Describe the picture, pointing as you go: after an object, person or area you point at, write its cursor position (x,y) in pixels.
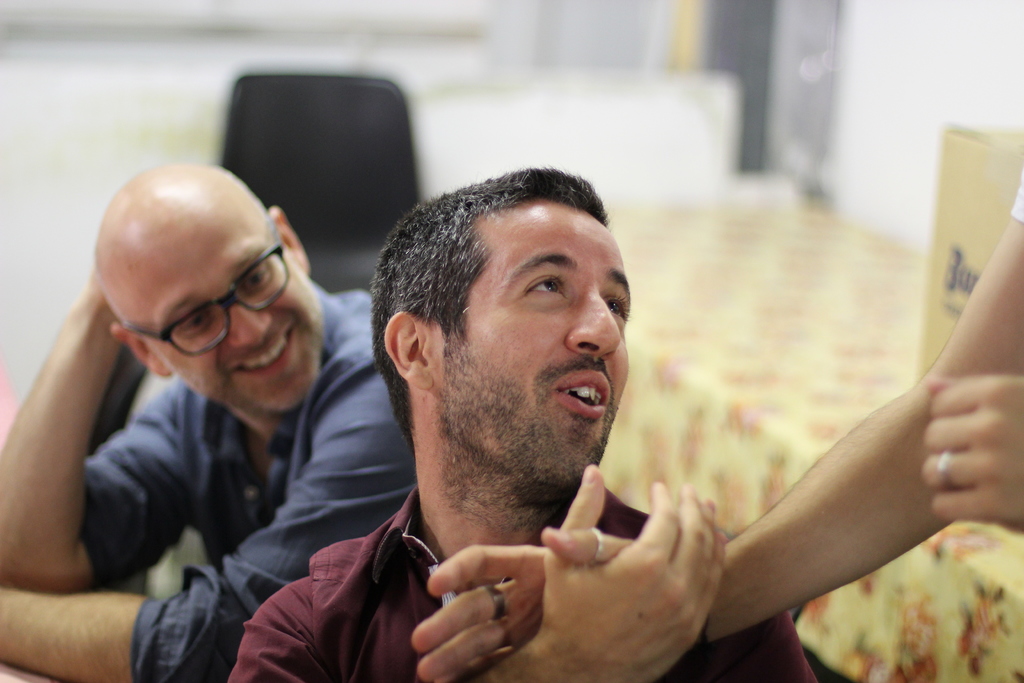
In this image in front (1021,478) there are three people (530,465). Behind them there is a chair (365,191). There is a table (694,292). On top of the table (891,258) there is a cover (864,244) and the background of the image (898,211) is blur.
